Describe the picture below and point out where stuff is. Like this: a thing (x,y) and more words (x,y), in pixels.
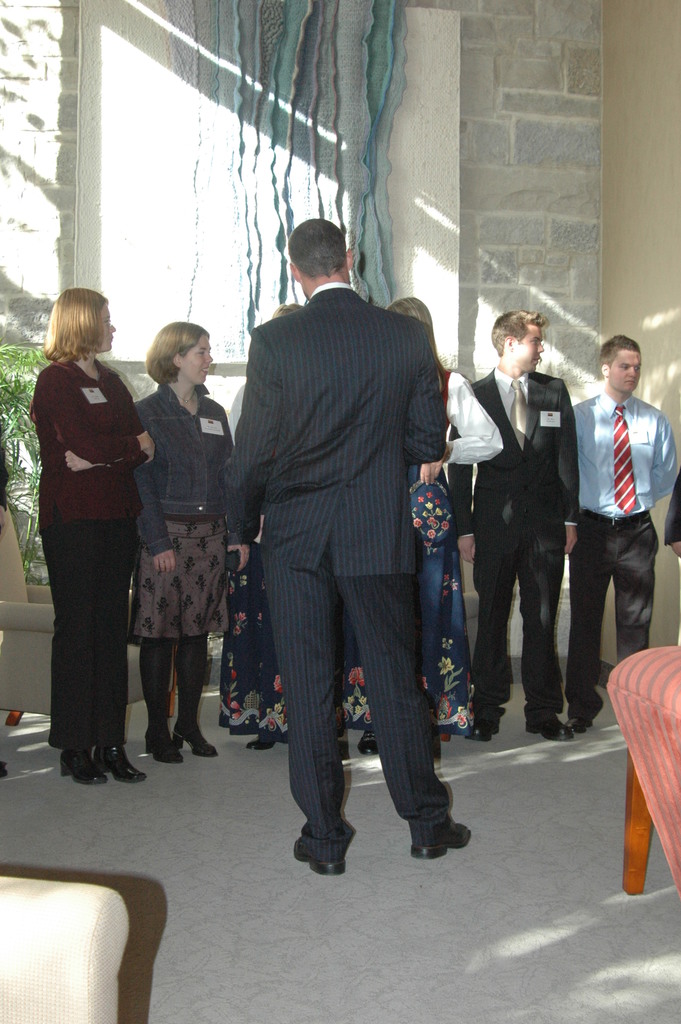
In the middle (384,467) I can see a group of people (255,740) are standing on the floor (374,918) and sofas (641,803). In the background (205,305) I can see a wall (19,192), window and trees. This image is taken may be in a hall (368,669).
